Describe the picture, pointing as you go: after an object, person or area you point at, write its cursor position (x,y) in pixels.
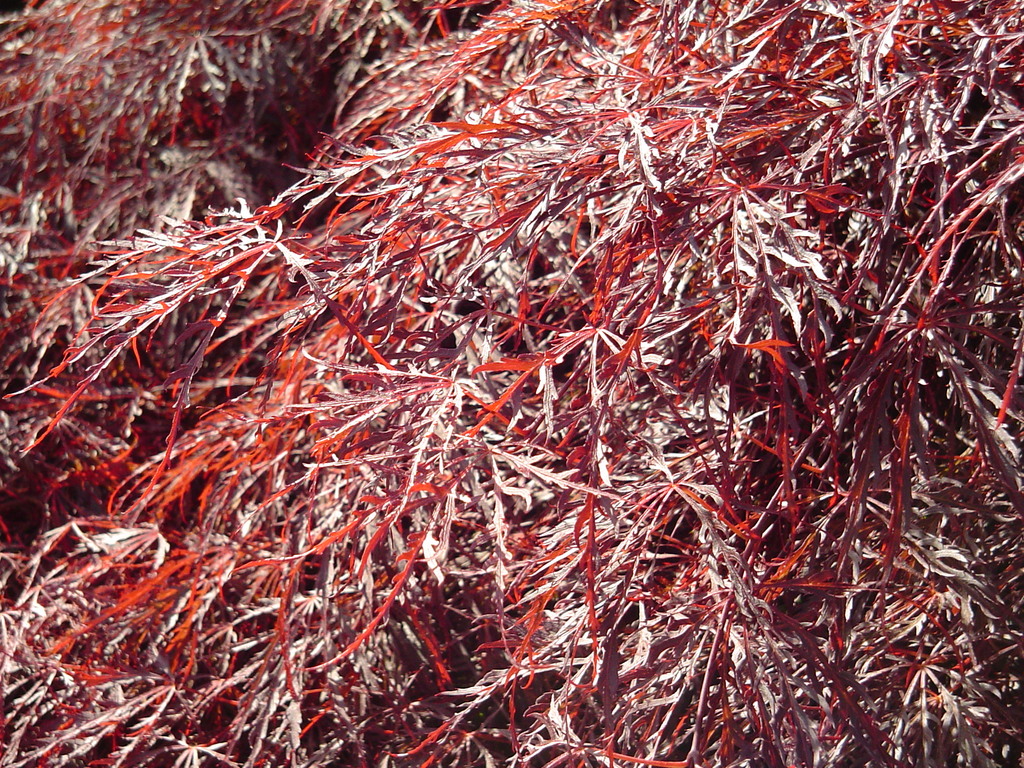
In this image there are red leaves (674,372).
